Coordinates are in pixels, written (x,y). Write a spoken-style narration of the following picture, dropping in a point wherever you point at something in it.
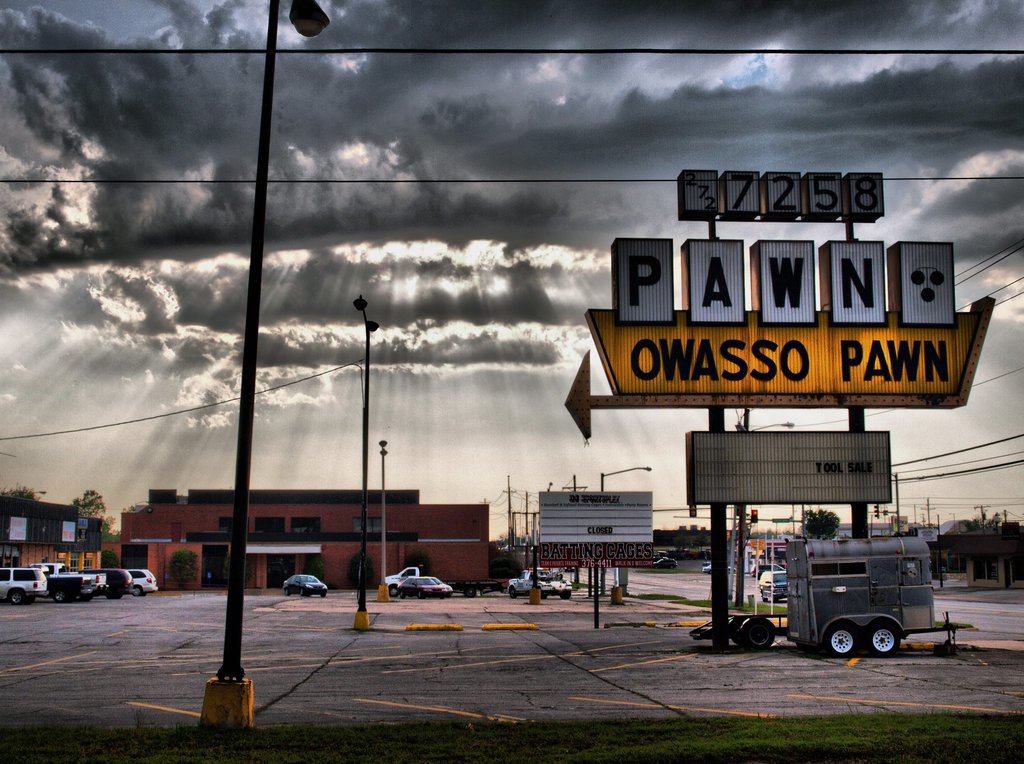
In this picture we can see the grass (714,762), name boards (687,400), poles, wires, vehicles (402,591) on the road (176,608), trees (179,556), buildings (441,550) and some objects (774,619) and in the background (445,225) we can see the sky (431,187) with clouds (465,216).
